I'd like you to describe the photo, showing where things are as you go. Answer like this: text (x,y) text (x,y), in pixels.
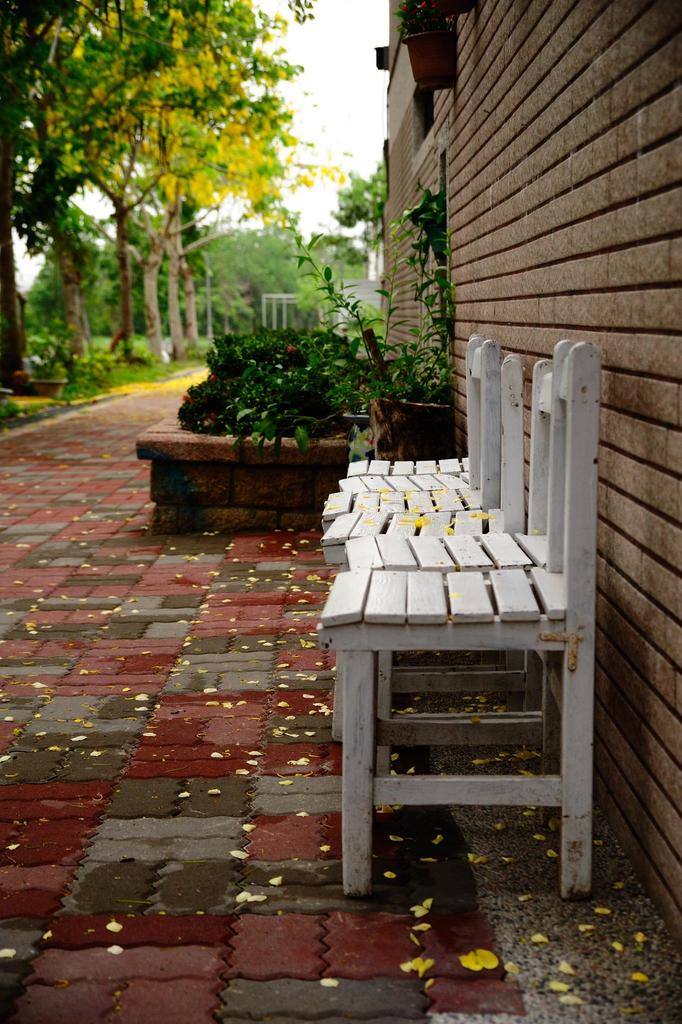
On the right side of the picture (535,331) there are benches (483,542) and a brick wall (623,249). On the top right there are plants (427,223). In the center of the picture (327,666) there is pavement (89,445). On the top left (163,226) there are trees (210,235). Sky (342,73) is visible.
